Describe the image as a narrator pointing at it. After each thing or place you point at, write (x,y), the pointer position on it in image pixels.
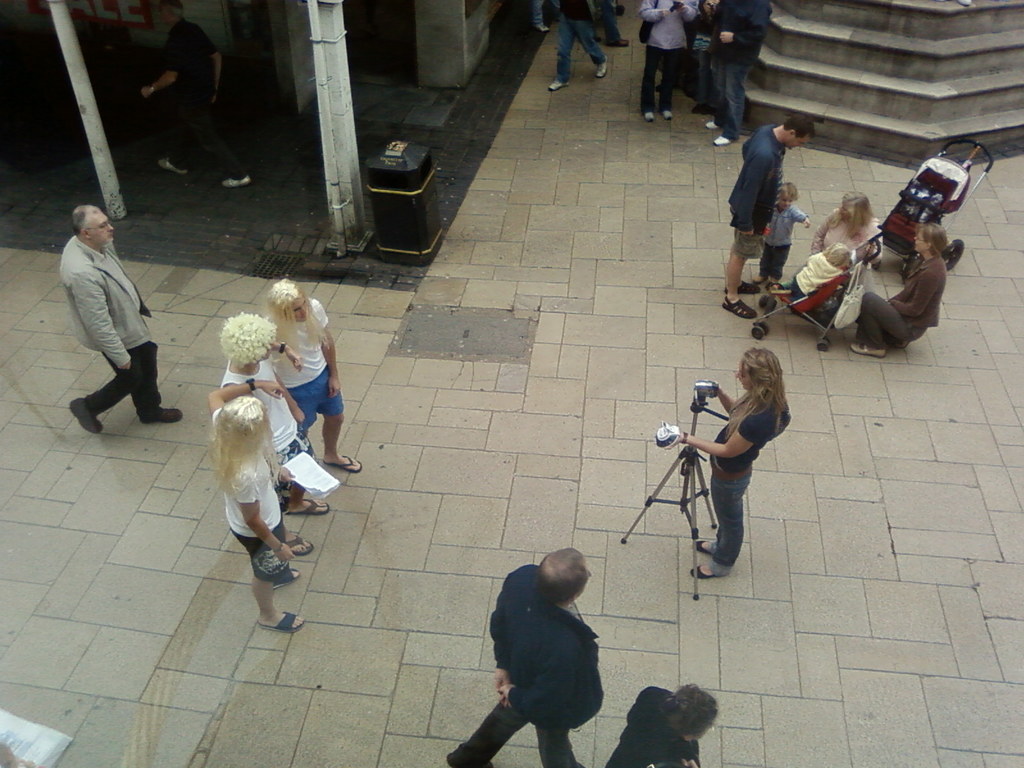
In this image we can see many people (257,418) and few people (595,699) holding some objects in their hands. We can see a person (738,435) standing near the camera stand (688,447) and holding some object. We can see a group of people (738,58) standing at the top of the image (719,55). We can see few people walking in the image. There is an object (51,748) at the bottom left corner of the image (54,746). There is an object (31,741) on the ground (470,458). There are few poles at the left side of the image (324,105).
